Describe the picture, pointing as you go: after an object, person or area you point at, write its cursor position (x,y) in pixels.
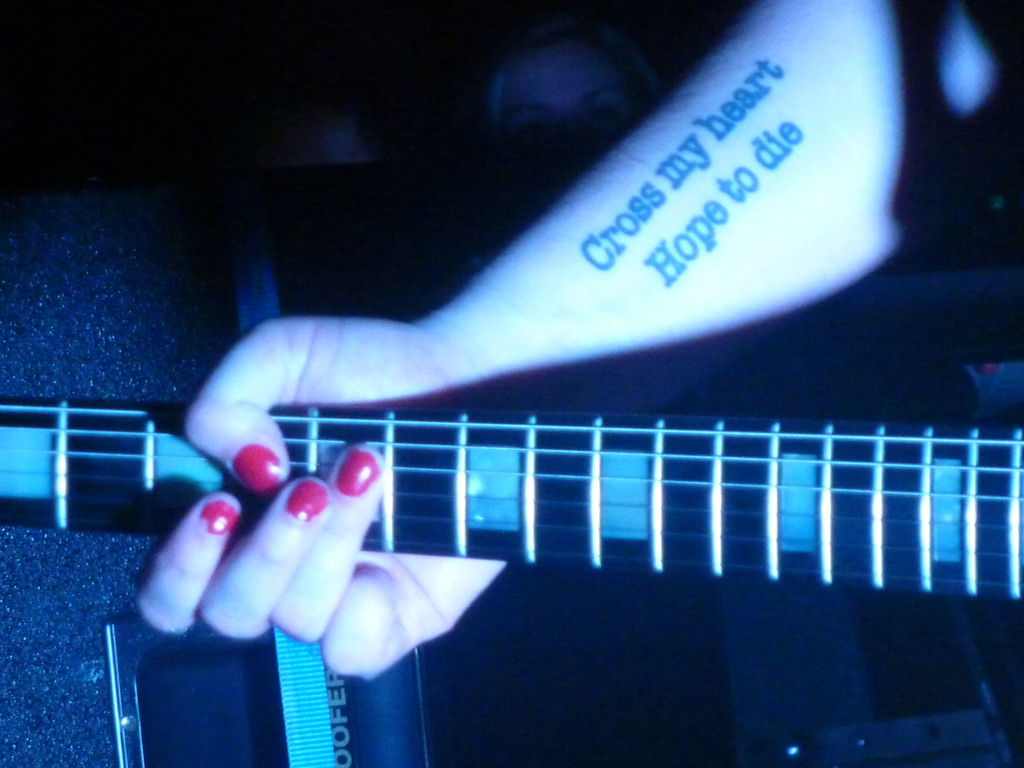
In this image I can see a person (677,323) is holding a guitar (561,495) in hand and a woman (618,68). This image is taken may be during night on the stage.
